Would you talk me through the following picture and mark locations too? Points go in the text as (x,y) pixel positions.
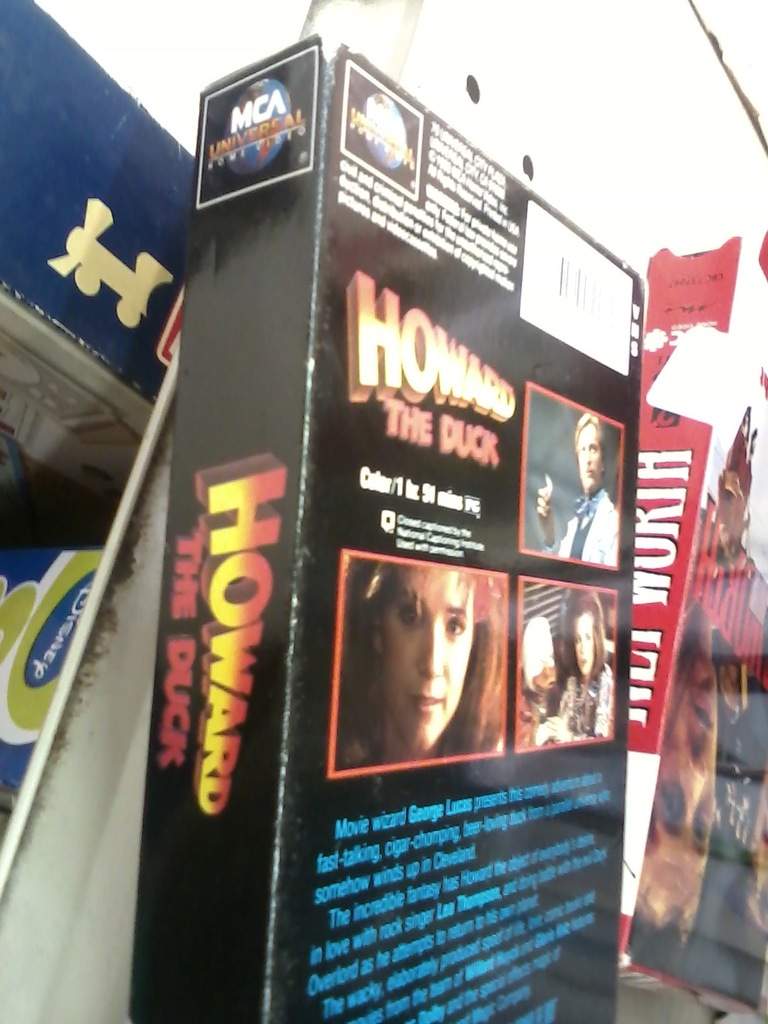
In this image I can see the white colored wall (61,905) and a black colored box (251,781) in which I can see few pictures (384,690) of persons (425,618) and I can see few other boxes (44,701) which are blue, white, green and red in color. I can see the white colored background (557,22).
